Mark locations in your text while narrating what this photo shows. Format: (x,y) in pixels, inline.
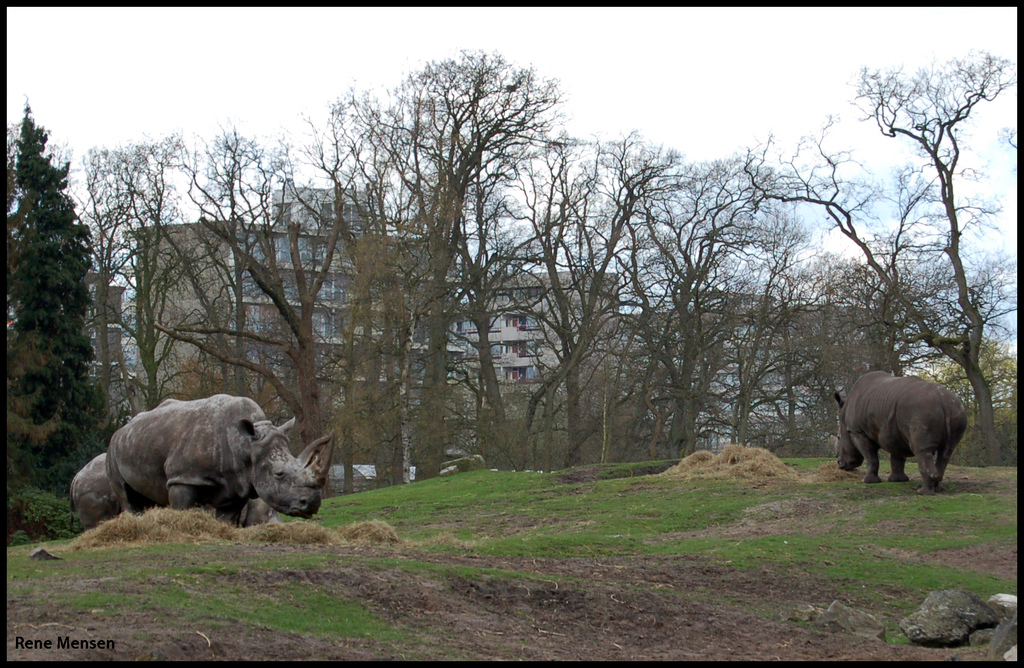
In this picture I can observe rhinos (228,455) on the ground (644,533). On the right side (917,610) there is a stone (950,614). In the background (386,284) there are trees (444,329), buildings (288,275) and sky (584,81).
